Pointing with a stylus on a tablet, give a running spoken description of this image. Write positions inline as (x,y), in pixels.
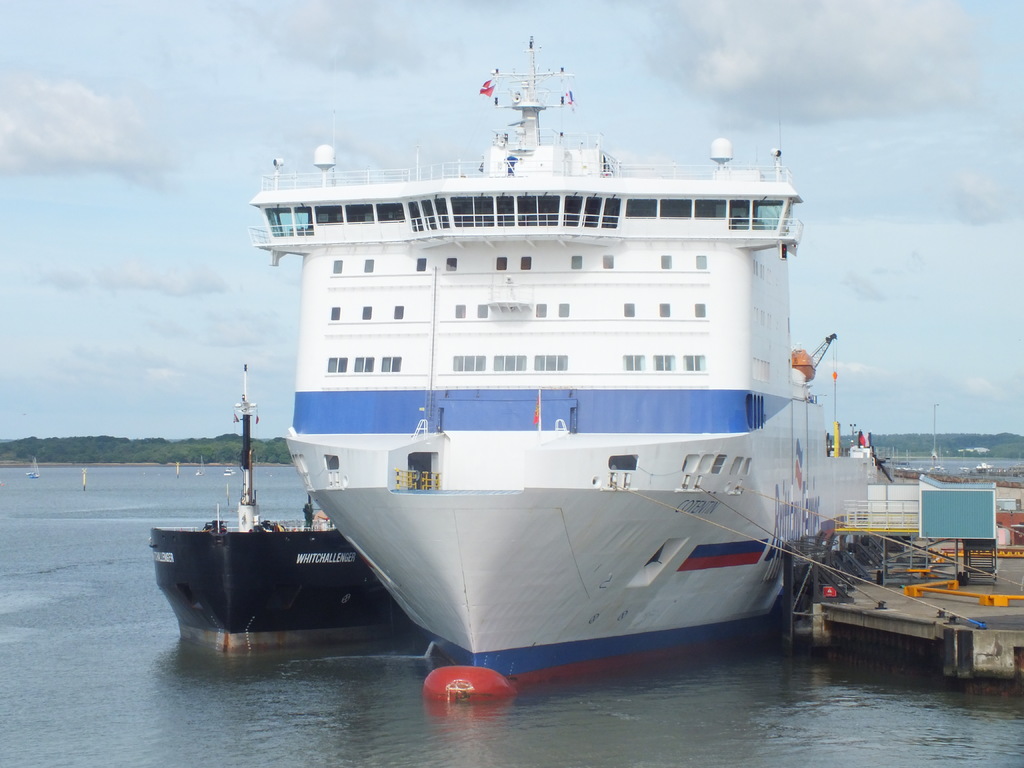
In this image in the center (494,499) there are ships (459,500) and in the background (91,448) there are trees (162,457) and in the front (299,730) there is water (315,734) and the sky (968,140) is cloudy.
